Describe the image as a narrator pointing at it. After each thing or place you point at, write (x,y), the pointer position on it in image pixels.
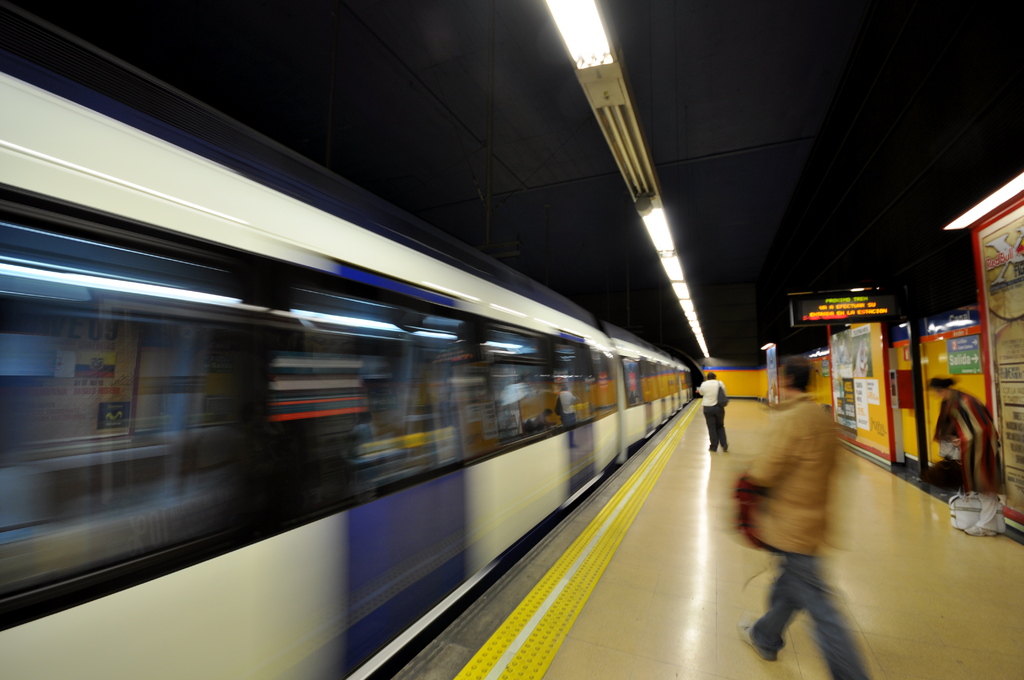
To the left side of the image (65,295) there is a train (561,344). At the top of the image (435,115) there is a ceiling (712,194) with lights (562,31). There are people (711,377) walking to the right side of the image (796,382).
